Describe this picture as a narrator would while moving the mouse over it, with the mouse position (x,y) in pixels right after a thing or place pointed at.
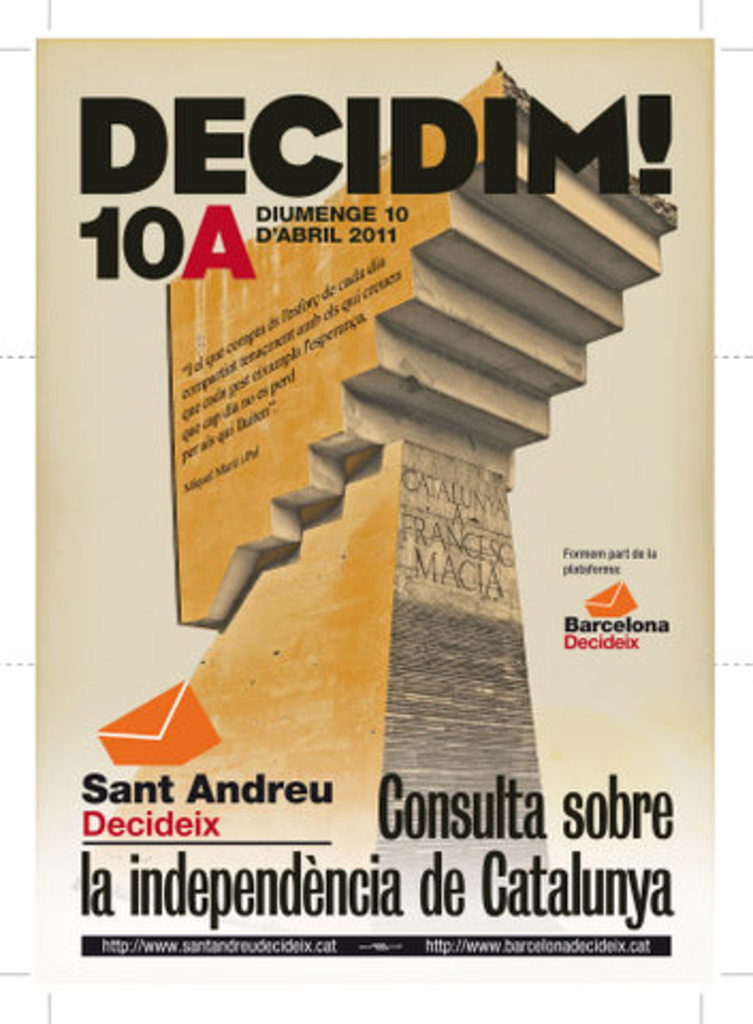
In this image is a front view of a poster (261,606) as we can see there is some text (552,178) written at top of this image (359,212), some text (464,898) at bottom of this image (256,860), and there is a picture (488,271) of a stairs (402,323) in middle of this image (464,487).
